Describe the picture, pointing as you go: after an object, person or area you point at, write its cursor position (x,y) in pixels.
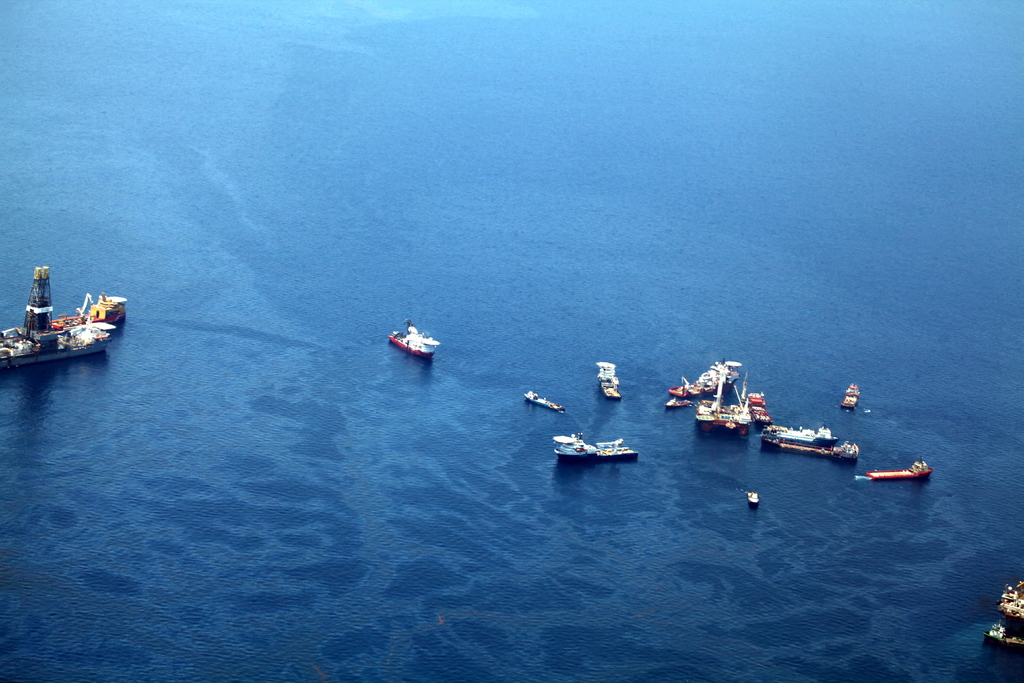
In this image I can see ships (831,447) on the water (590,390).
